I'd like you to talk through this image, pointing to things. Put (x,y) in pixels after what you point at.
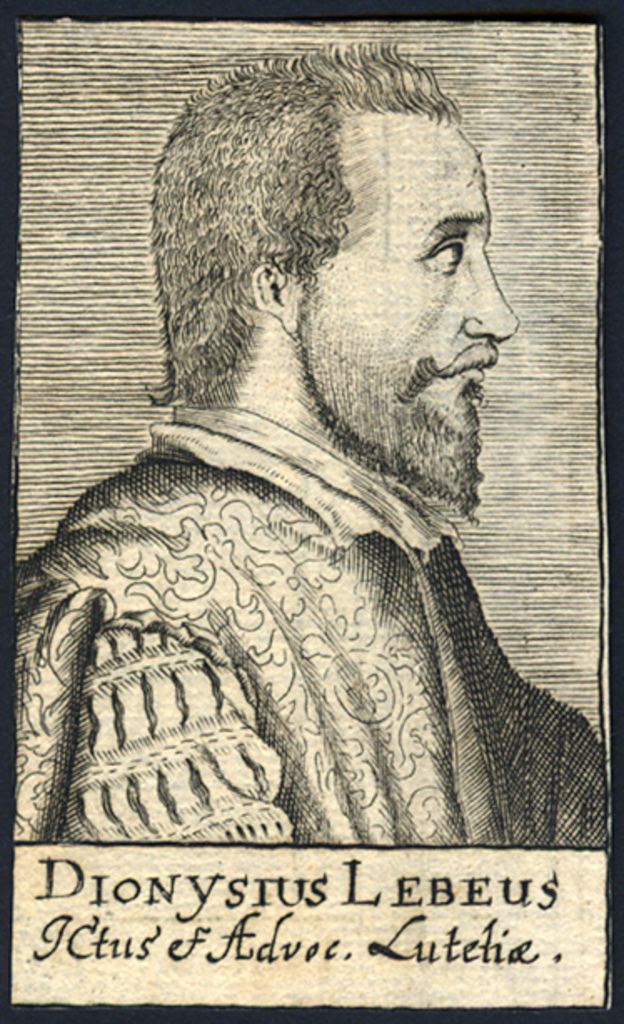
In the image we can see a poster (360,400), on the poster (360,400) we can see the picture of a man (371,650) wearing clothes (318,708) and here we can see the text (231,954).
